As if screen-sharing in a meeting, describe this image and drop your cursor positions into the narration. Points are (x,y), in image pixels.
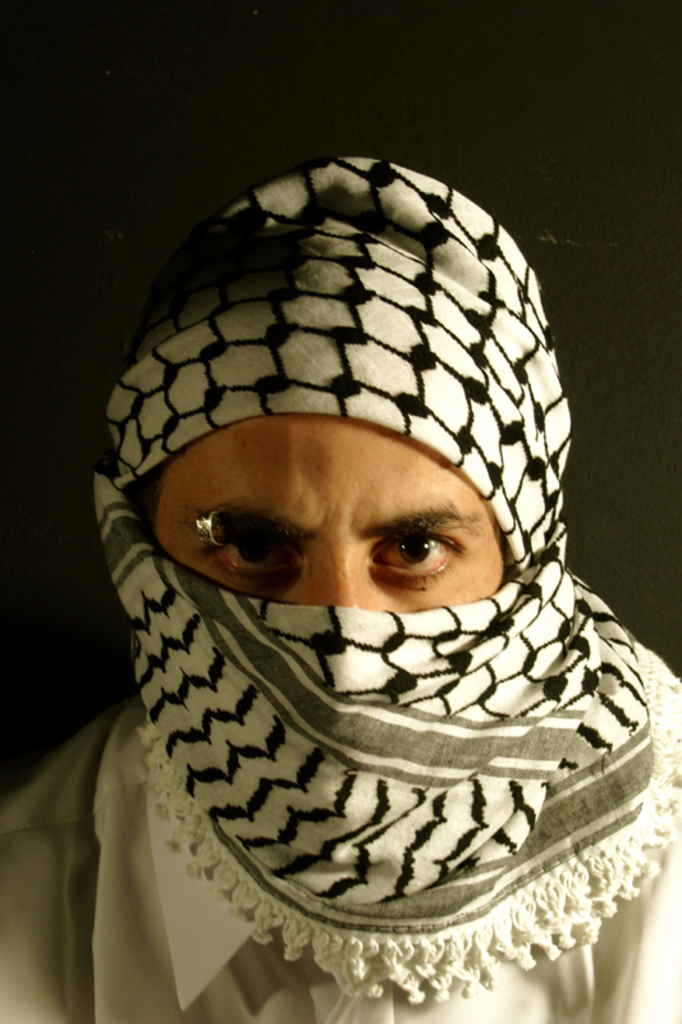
Here in this picture we can see a person (320,361), who has covered his face (199,510) and head (278,218) with a scarf (383,312) and we can see a ring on his eyebrow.
